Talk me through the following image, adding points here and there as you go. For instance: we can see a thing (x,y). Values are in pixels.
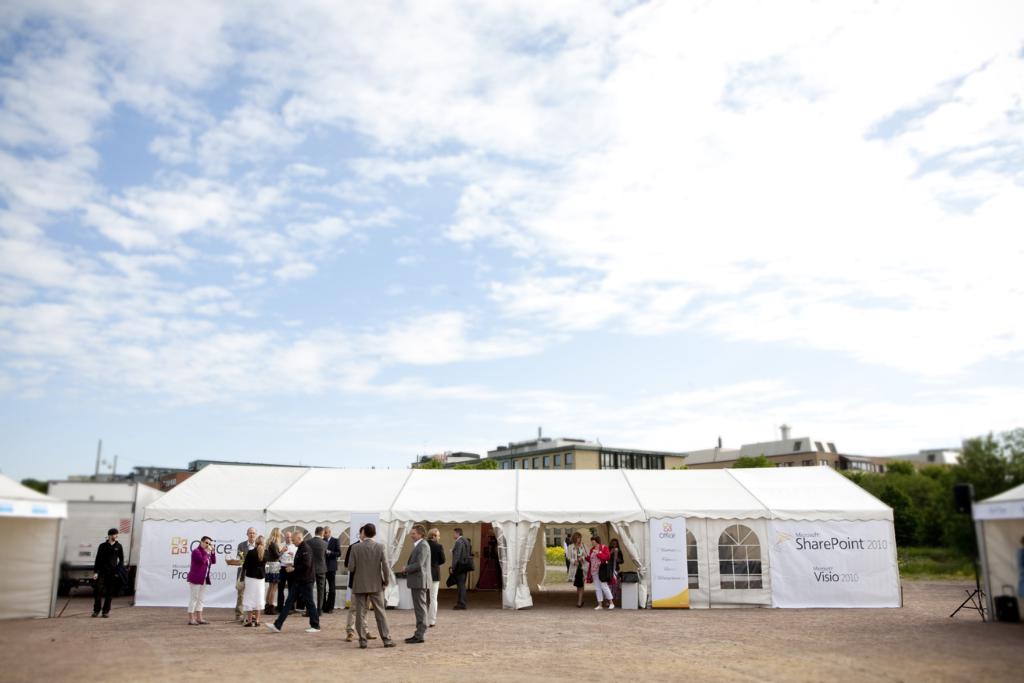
In this picture we can observe white color tent (407,523). There are some posters (801,562) on this tent (146,574). We can observe some people (355,589) standing on the land (219,608). In the background (728,461) there are buildings (650,453) and trees (924,486). There is a sky (289,246) with some clouds (595,253).
